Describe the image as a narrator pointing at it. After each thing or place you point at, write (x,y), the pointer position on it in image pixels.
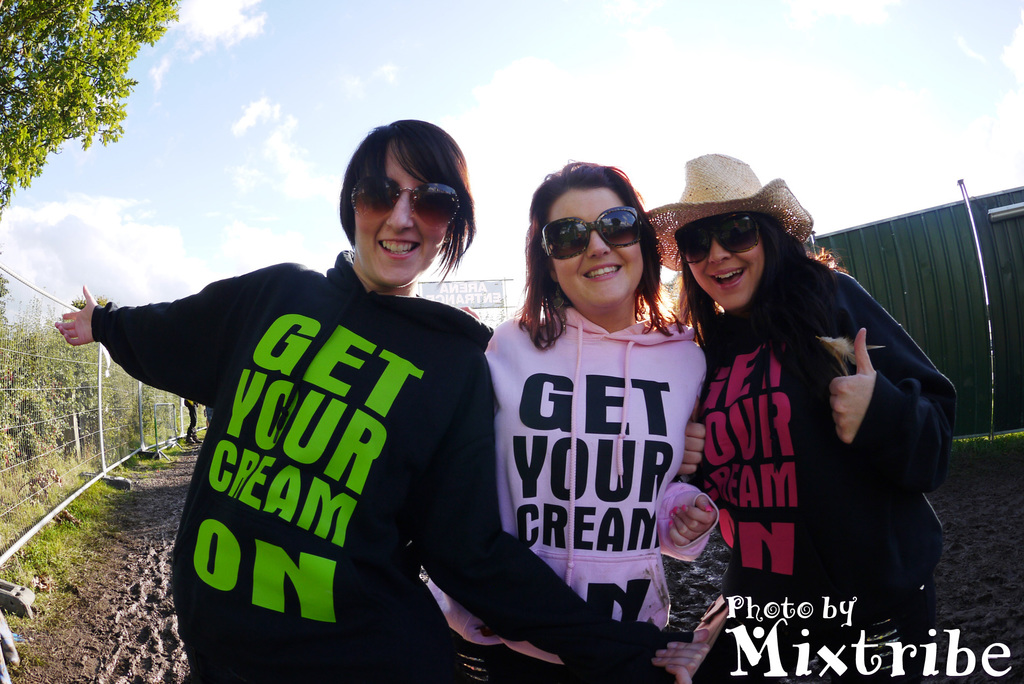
In this image I can see three people (594,405) with jackets (605,389) and goggles (564,242). I can see one person (752,188) with the hat (755,175). On the jacket (325,409) I can see the something is written. To the side I can see the railing (44,389) and the trees (60,61). To the right (897,295) there is a green color gate (937,324). In the background (210,181) there are clouds (498,120) and the sky (210,181).
